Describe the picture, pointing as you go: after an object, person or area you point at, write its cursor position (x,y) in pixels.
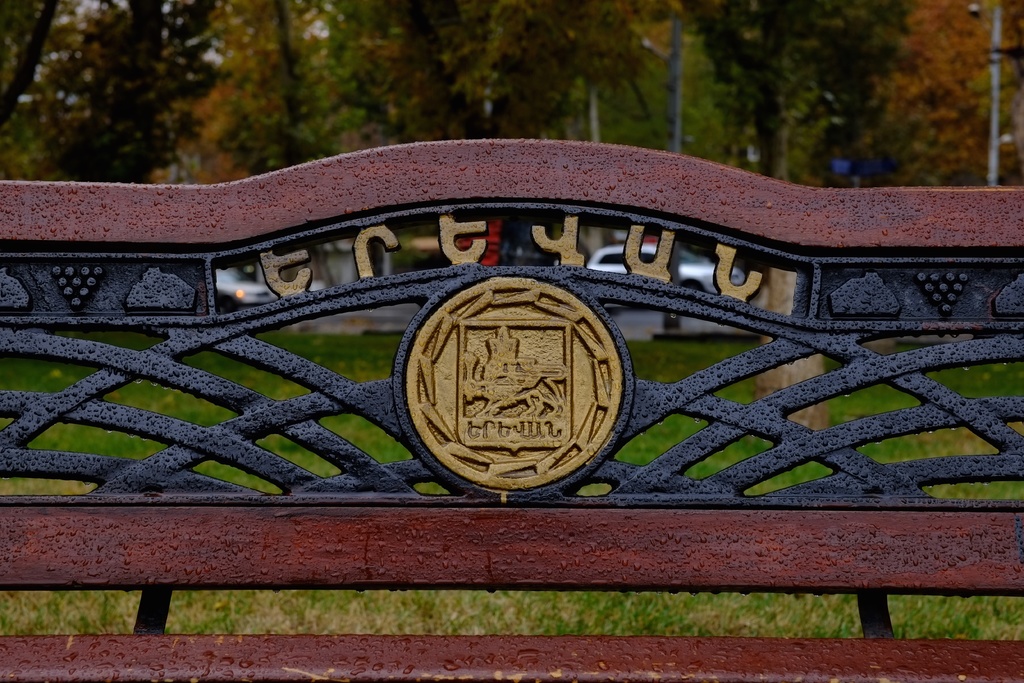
There is an iron bench (718,567). There is grass (756,605), vehicles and trees (545,126) at the back (767,126).
